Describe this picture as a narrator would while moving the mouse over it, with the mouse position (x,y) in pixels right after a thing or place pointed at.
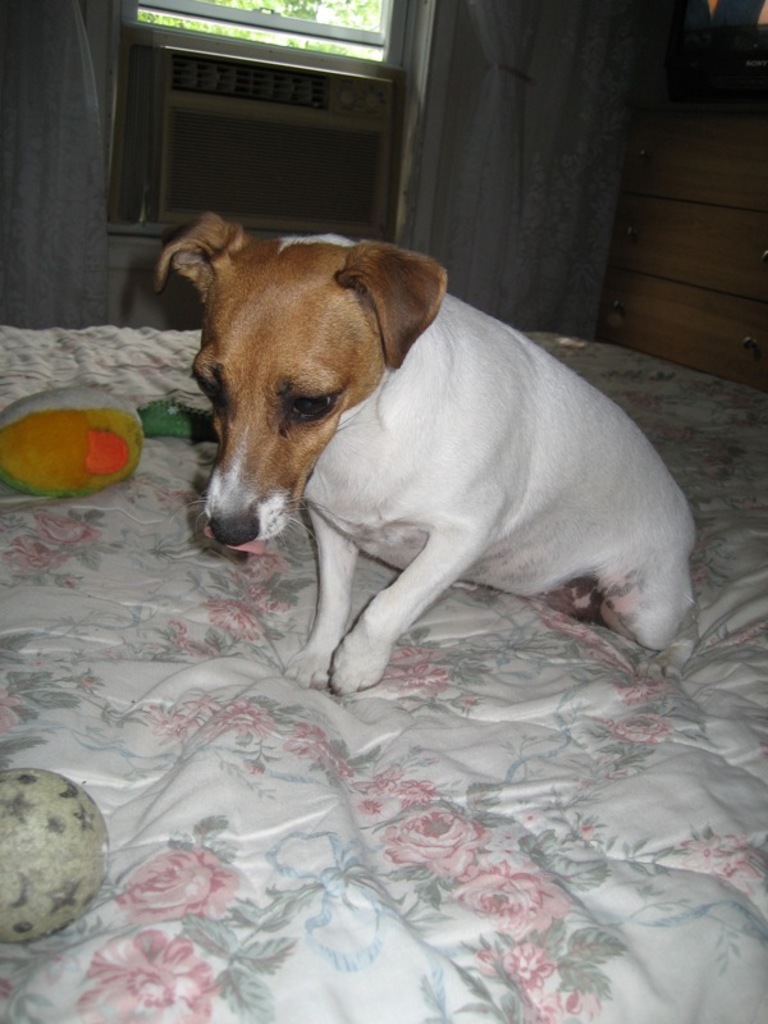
In this image in front there is a dog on the bed (379,767). In front of the dog (278,339) there are few objects (25,834). Behind the dog (268,329) there is a cooler (312,132). There are curtains (68,305). There is a glass window (314,26) through which we can see trees (350,20). On the right side of the image (622,344) there are wooden racks (673,276). On top of it there is some object (672,82).
